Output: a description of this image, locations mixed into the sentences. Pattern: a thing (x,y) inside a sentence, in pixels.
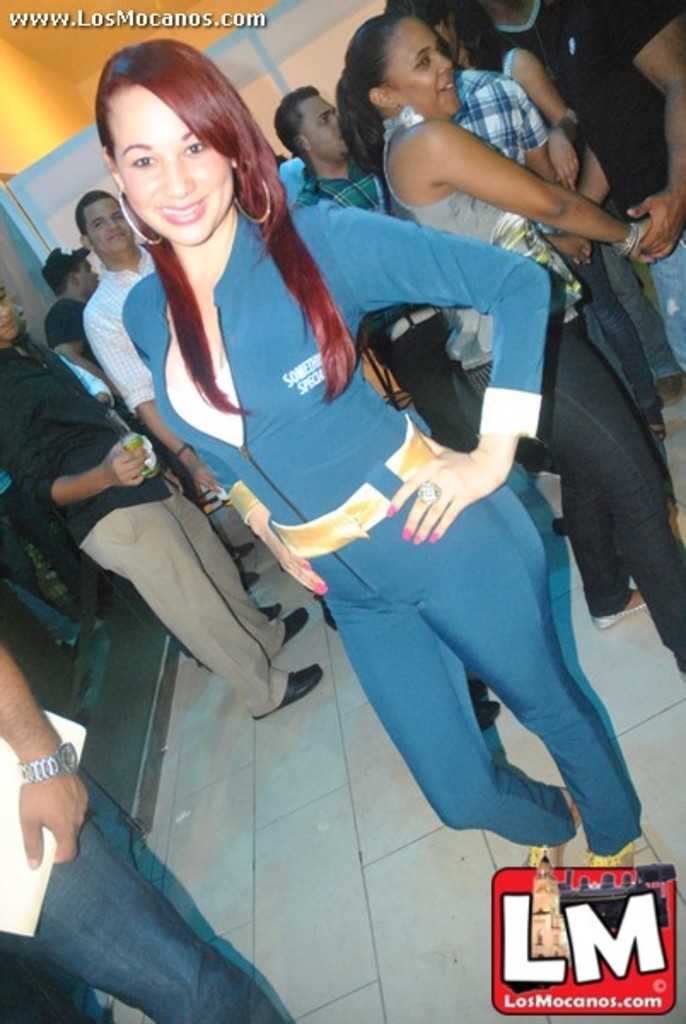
In the image we can see the people (302,384) standing, wearing clothes (419,419) and some of them are wearing shoes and they are smiling. On the bottom right (635,915) and top left (46,14), we can see the watermark (656,896).
